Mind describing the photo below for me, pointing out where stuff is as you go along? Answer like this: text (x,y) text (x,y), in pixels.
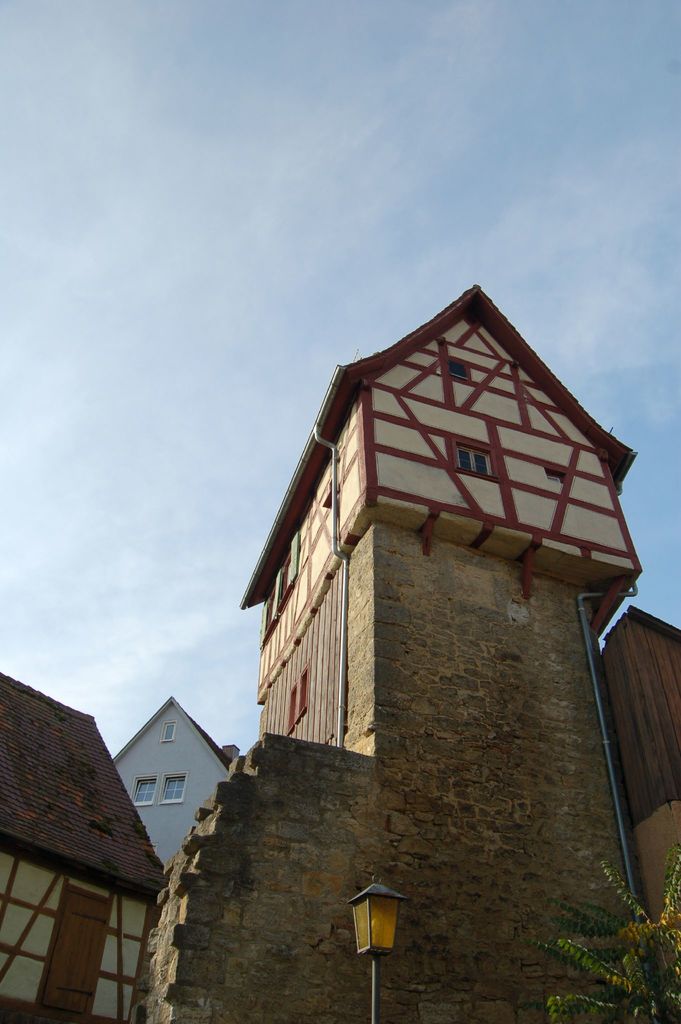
In this picture we can see some buildings (308,570), plants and sky (201,579).
